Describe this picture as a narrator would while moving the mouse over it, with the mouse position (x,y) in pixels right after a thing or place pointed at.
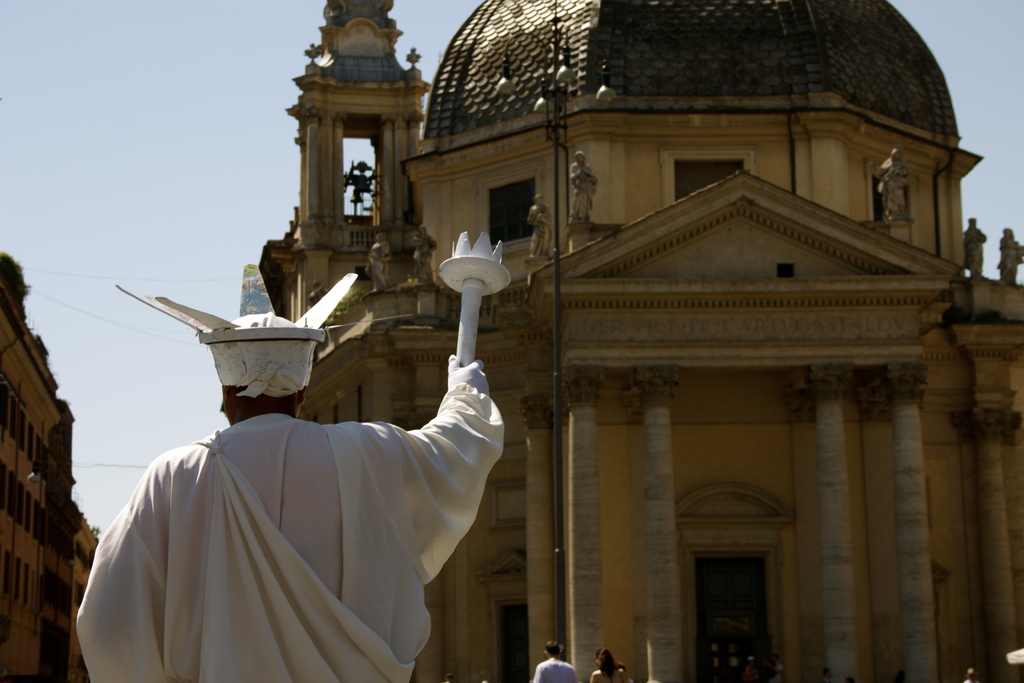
In this image on the left (301,365), there is a person (346,445). In the background (576,199) there are buildings (575,324) and sky (212,135).
